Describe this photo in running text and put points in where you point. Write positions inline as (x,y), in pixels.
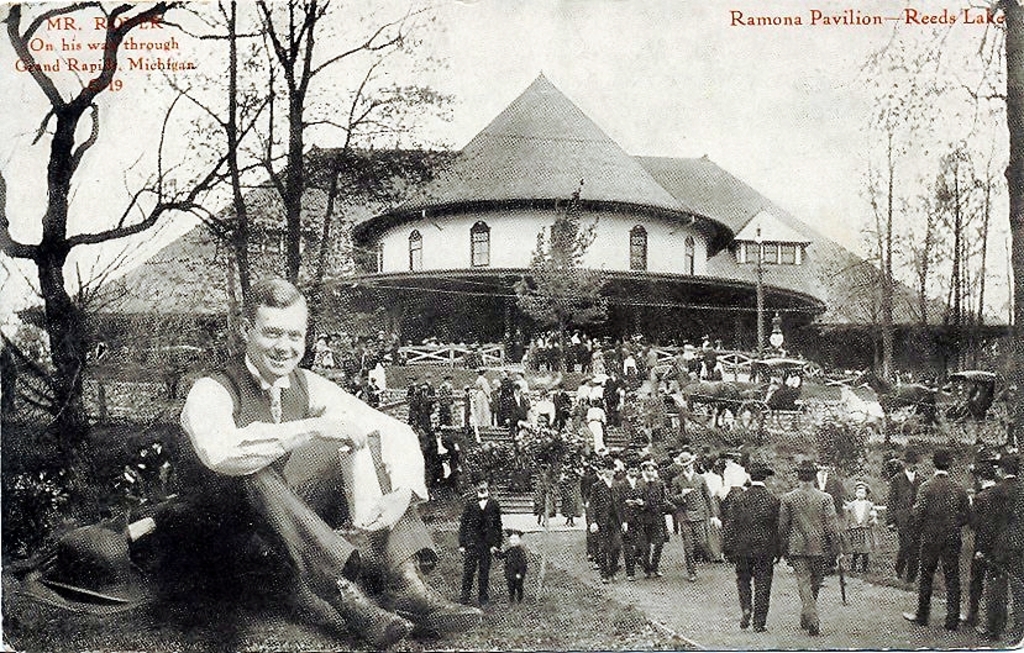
To the left corner of the image (227,417) there is a man (230,447) sitting on the ground (167,641). Beside him there is a hat (95,596) on the floor (561,573). To the right side of the image (993,548) there are few people (753,607) standing on the floor (680,580) and also there are horse cart (771,414). In the background (443,239) there is a building (686,225) with walls (694,247), roofs (686,225) and windows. To the right top corner of the image (733,18) there is a name (749,18).
